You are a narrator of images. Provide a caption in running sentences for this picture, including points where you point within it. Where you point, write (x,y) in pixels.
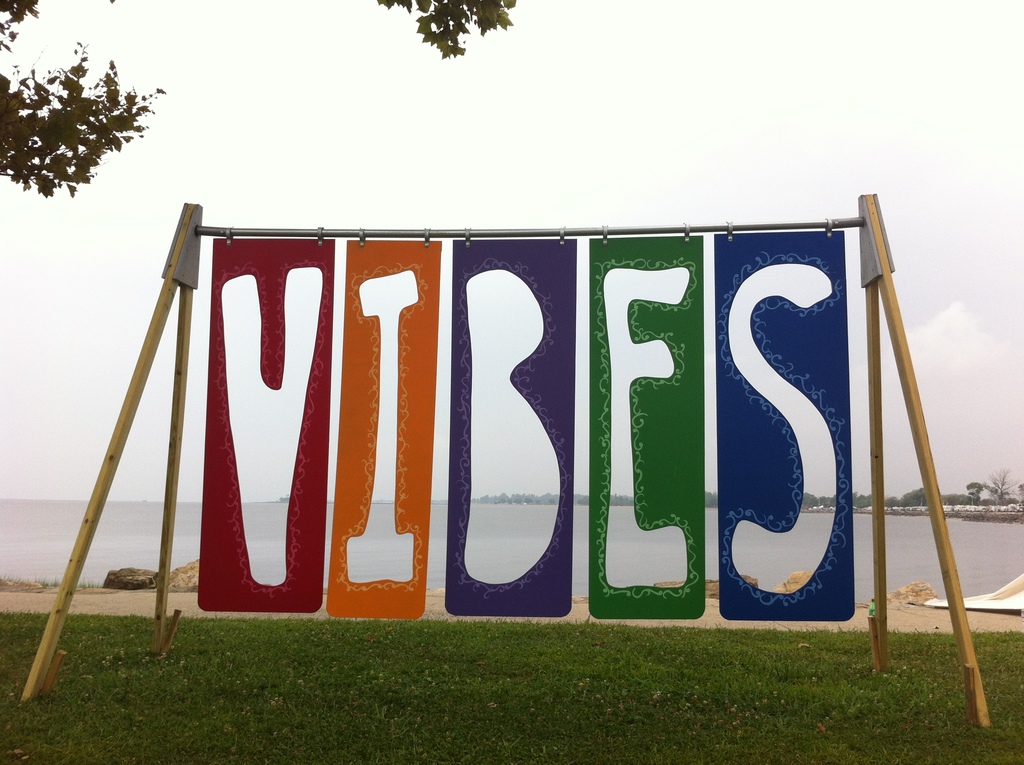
In the image we can see the banners (362,344) on the metal pole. Here we can see grass (643,716), path (144,601), water (125,510), trees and the sky (129,489).
